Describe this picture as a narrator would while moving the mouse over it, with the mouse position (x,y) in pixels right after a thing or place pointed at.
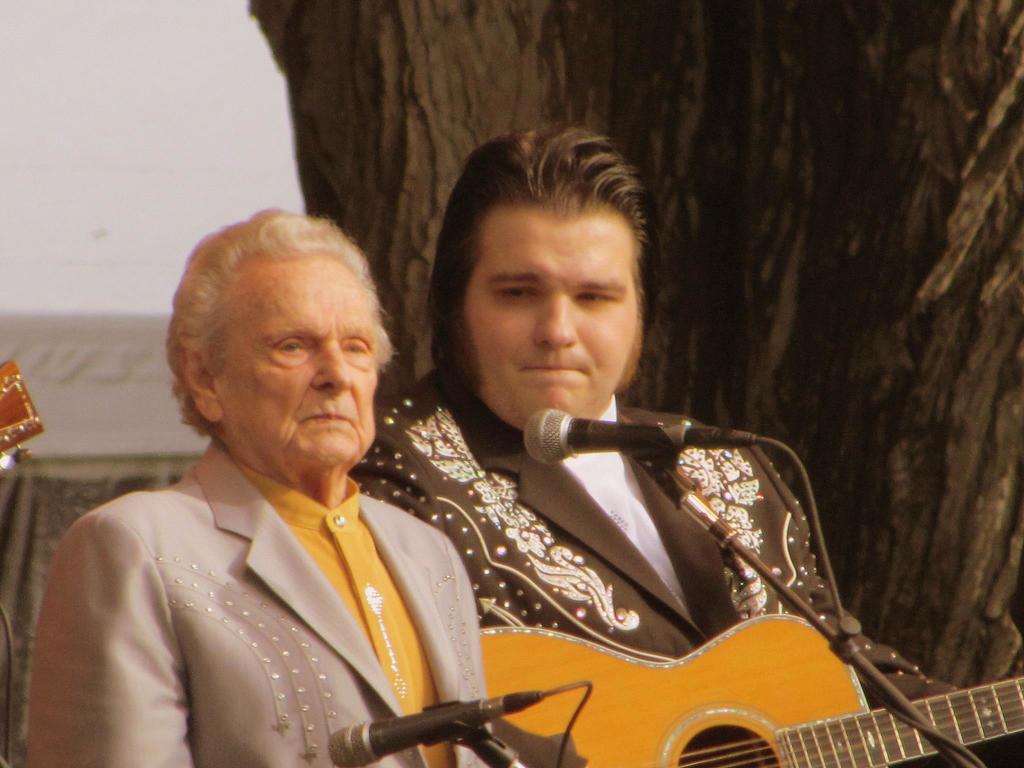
In this picture there are two persons (369,596) standing on a stage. The man (560,571) in black coat (564,572) was holding a guitar (694,693). In front of these people (342,559) there are microphone (434,718) with stand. Behind the people (347,542) there is a tree (424,168) and a wall (78,309).
